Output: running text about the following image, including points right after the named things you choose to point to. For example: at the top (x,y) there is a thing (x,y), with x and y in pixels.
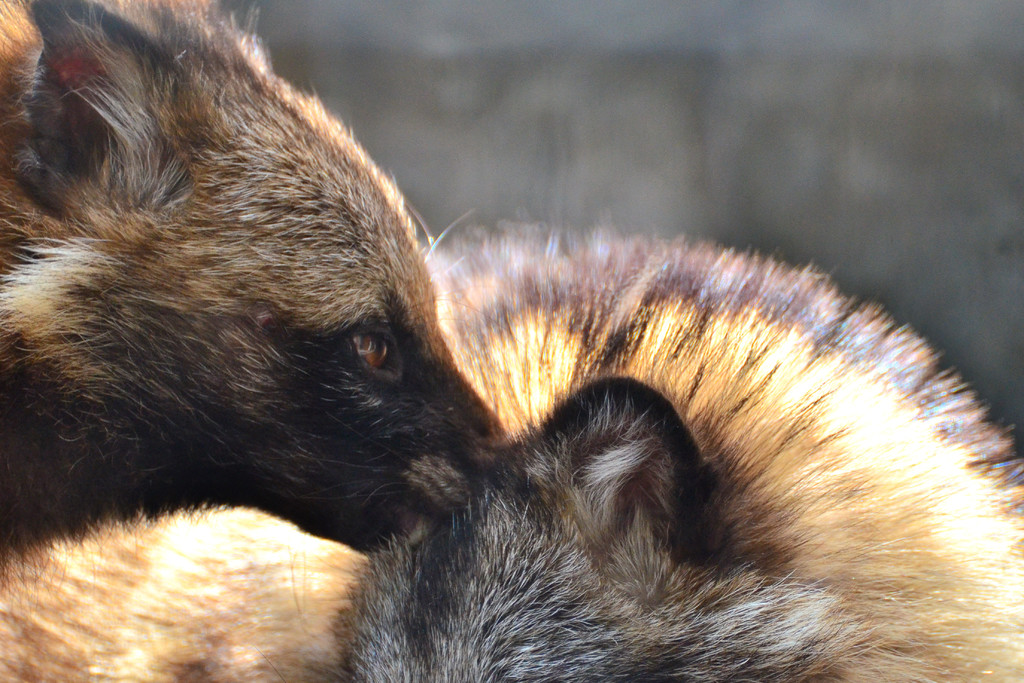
In the picture I can see animals (460,348). The background of the image (651,106) is blurred.
